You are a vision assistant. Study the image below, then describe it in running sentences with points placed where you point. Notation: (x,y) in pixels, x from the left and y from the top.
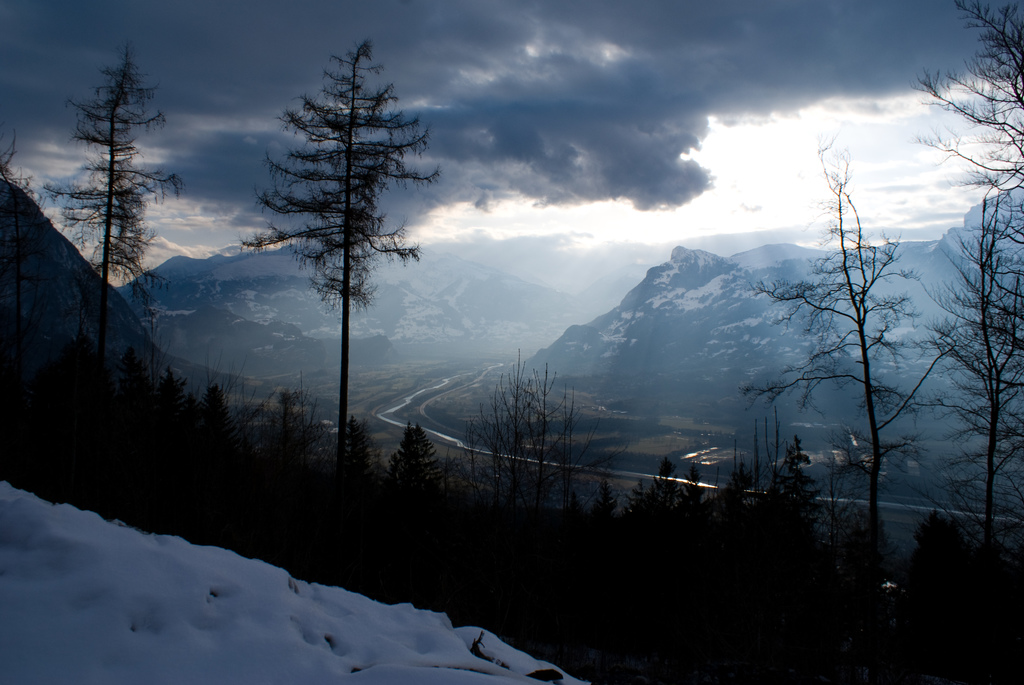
In the background (519,81) we can see the clouds (64,227) in the sky (64,227). In this picture we can see the trees (458,602). In the bottom left corner of the picture (169,541) we can see the snow (135,628).
